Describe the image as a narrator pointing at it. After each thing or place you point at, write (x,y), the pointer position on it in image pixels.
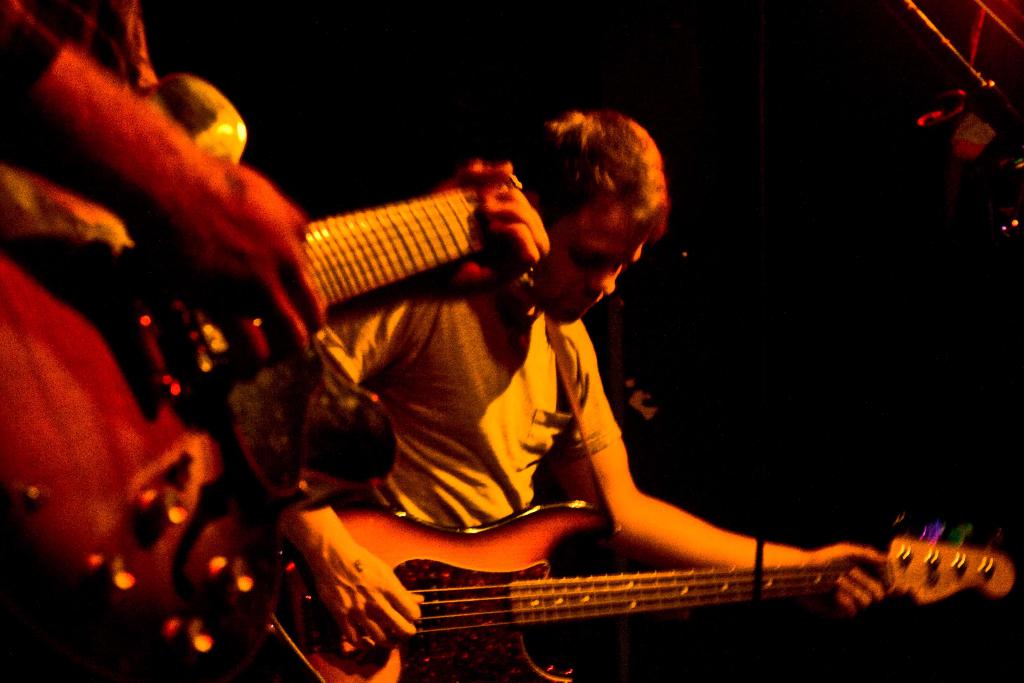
In this picture of person (624,475) is holding the guitar (721,581) with his left (840,550) and playing the guitar (542,533) with his right hand (402,592) and there is also an other person (112,106) holding the guitar (402,258) with his left (474,194) and playing the guitar (159,372) with his right hand (206,228).
